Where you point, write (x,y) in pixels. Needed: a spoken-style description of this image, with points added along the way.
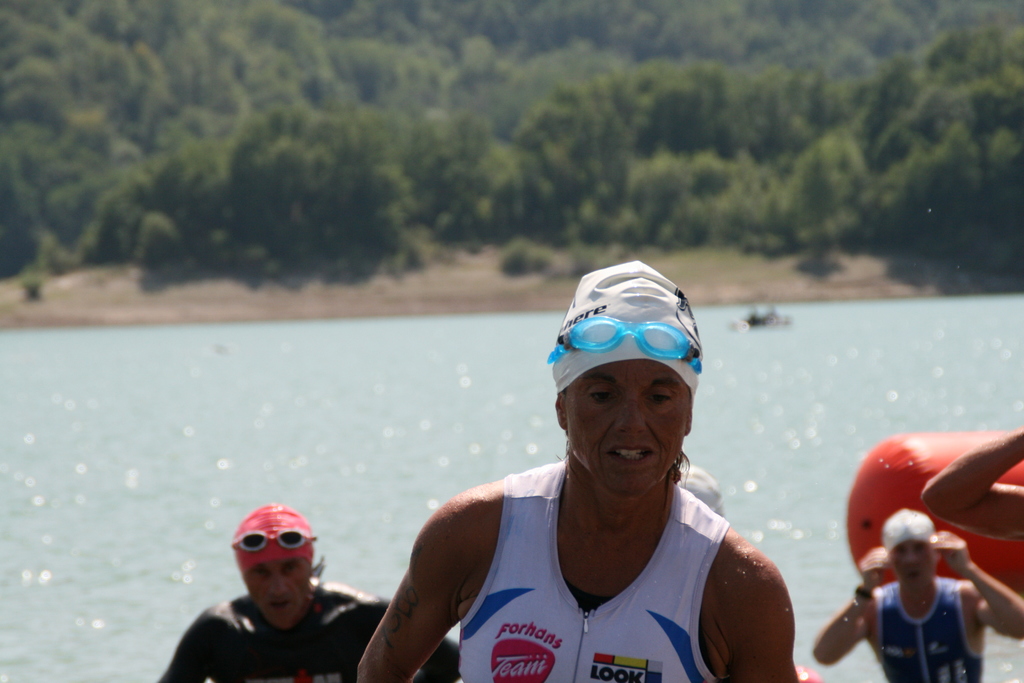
In this image we can see some people (722,651) wearing goggles (600,332). And we can see the water (286,385) and trees (740,148).
